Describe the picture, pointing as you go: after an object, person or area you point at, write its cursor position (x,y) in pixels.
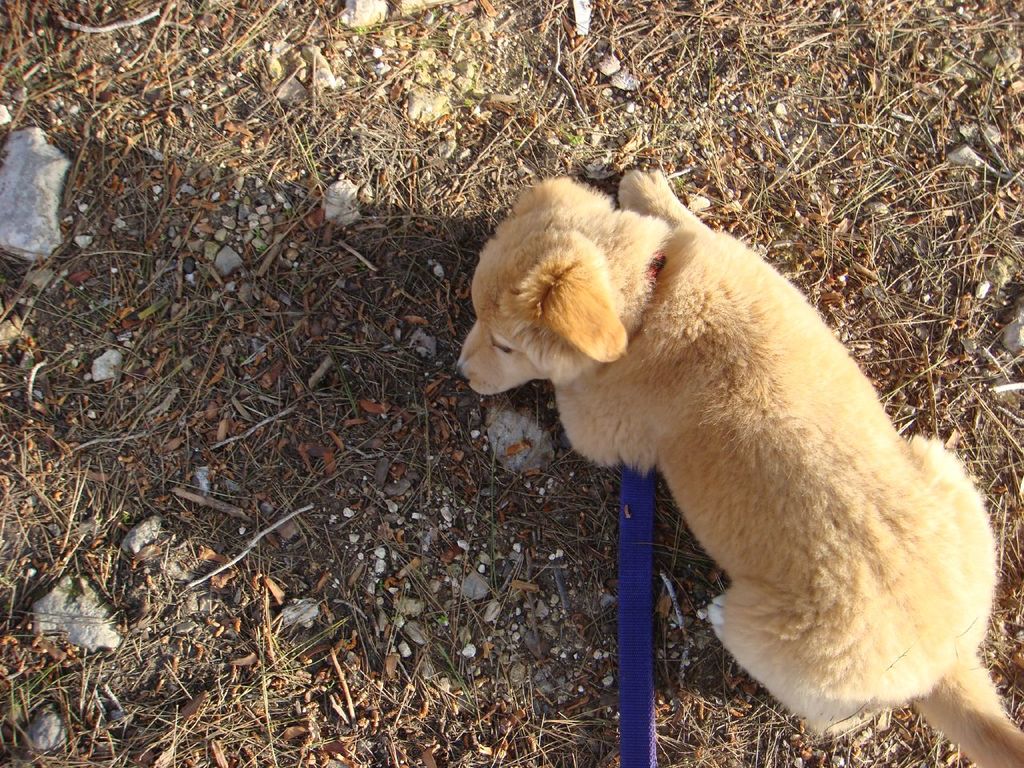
In this picture, we see a dog (763,312). We see the leash (647,527) of the dog (650,466) in blue color. In the background (304,328), we see the stones (252,216), dry leaves (277,427) and the twigs (234,676).
